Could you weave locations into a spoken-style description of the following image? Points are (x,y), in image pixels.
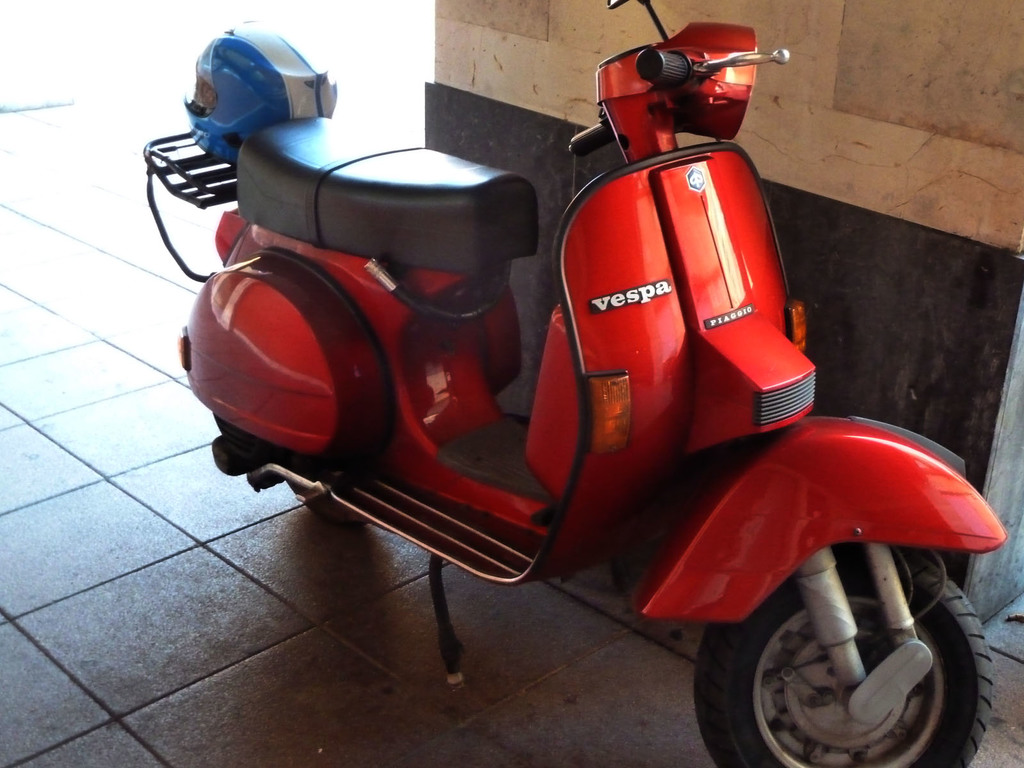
In this picture there is a red color vehicle (676,520) in the foreground (811,588) and there is text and there is a helmet (293,106) on the vehicle (702,543). Behind the vehicle (733,497) there is a pillar (993,277). At the bottom (437,632) there is a floor (342,605).
